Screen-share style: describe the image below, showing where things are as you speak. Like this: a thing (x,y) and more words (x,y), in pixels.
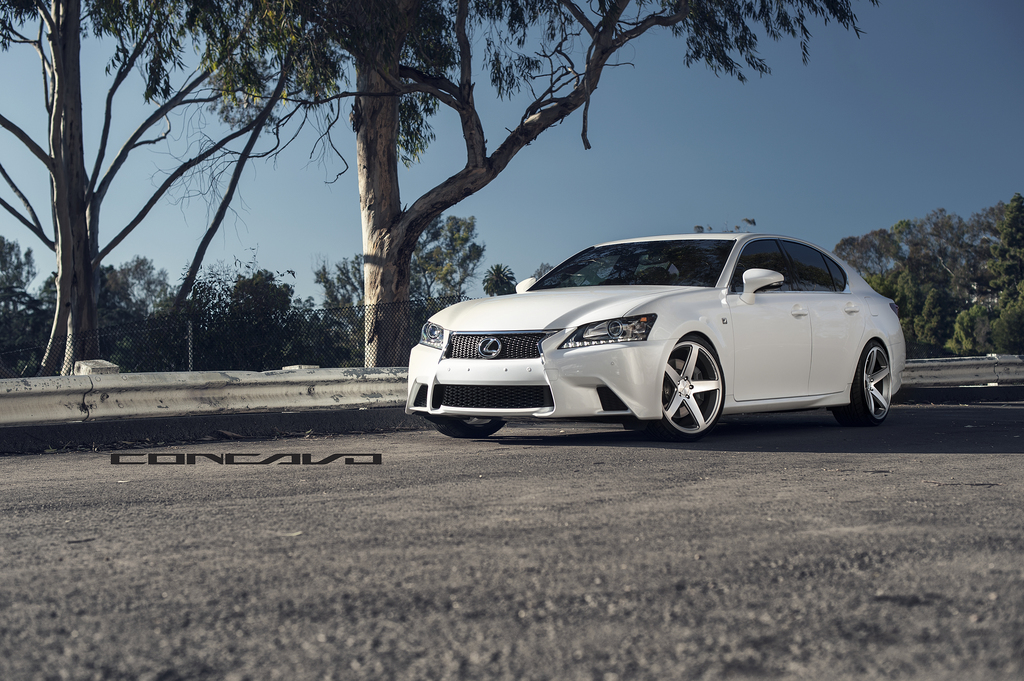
In this picture there is a car (809,397) on the road (707,532). In the background (56,277) I can see many trees (962,327), plants (990,349) and grass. In the top right (979,119) I can see the sky (984,191). On the left (237,456) there is a watermark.
